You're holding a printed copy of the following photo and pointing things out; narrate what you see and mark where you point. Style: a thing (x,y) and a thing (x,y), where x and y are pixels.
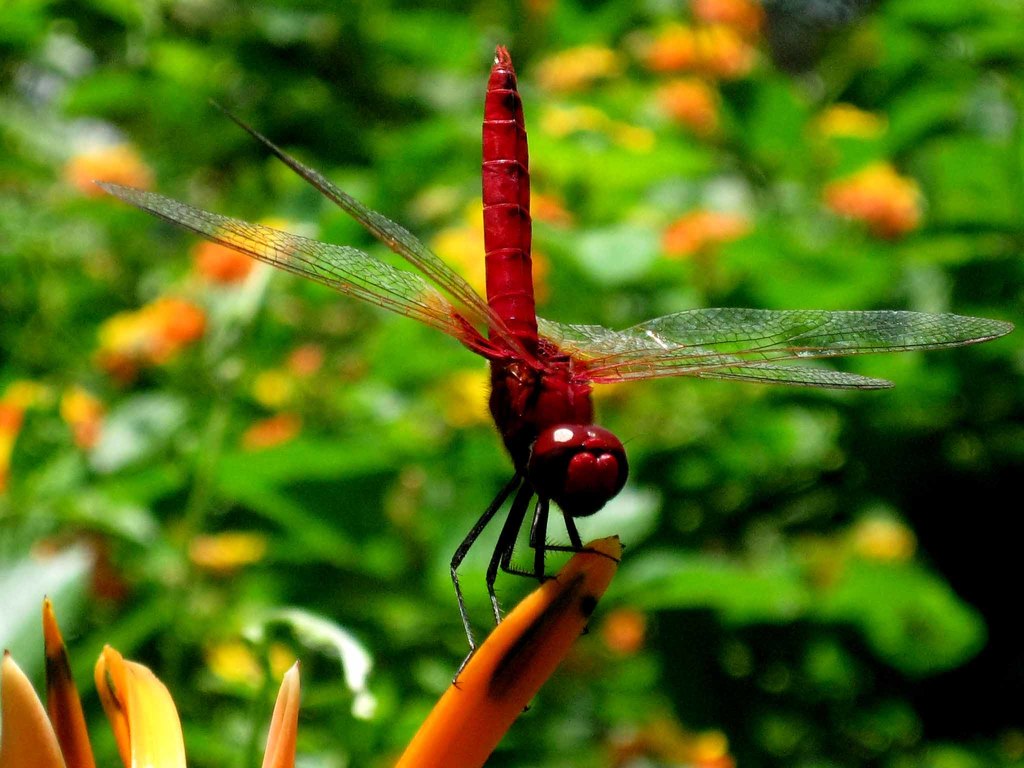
Here there is an insect (325,262) on a petal (471,666). In the background (473,355) there are plants (341,397) with flowers (861,128).
